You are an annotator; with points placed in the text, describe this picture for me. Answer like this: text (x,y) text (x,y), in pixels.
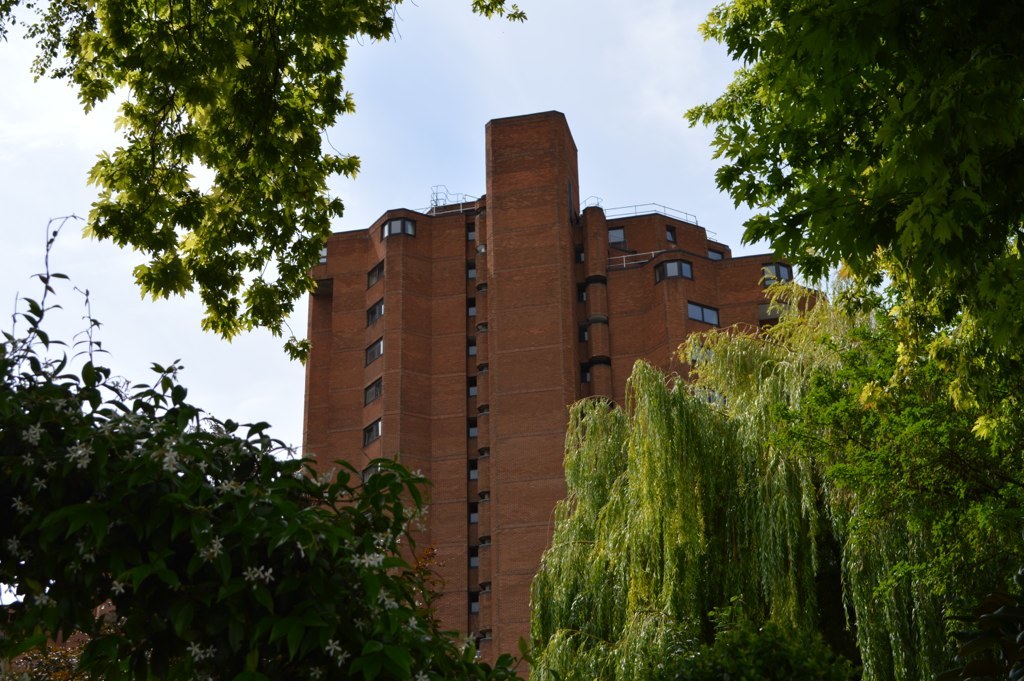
On the left side (272,598), there is a tree (204,481) having white color flowers (379,554). On the top left (285,188), there are branches (242,57) of a tree (257,215) having leaves (265,50). In the background (706,320), there is a brown color building (403,221), which is having windows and there are clouds (662,36) in the sky (79,278).
